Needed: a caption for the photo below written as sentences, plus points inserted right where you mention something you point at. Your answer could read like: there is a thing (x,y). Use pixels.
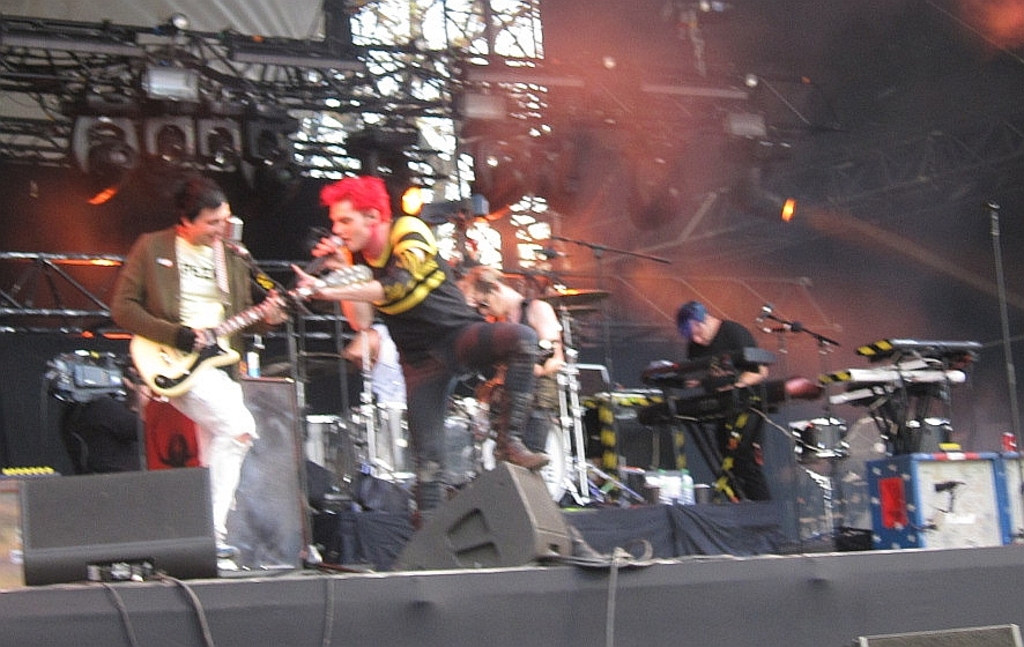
In the foreground of the image (423,499) there is a person (454,311) holding a mic (337,241) and singing. In the background of the image (698,329) there are people (155,316) playing musical instruments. There are rods (27,23), lights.
